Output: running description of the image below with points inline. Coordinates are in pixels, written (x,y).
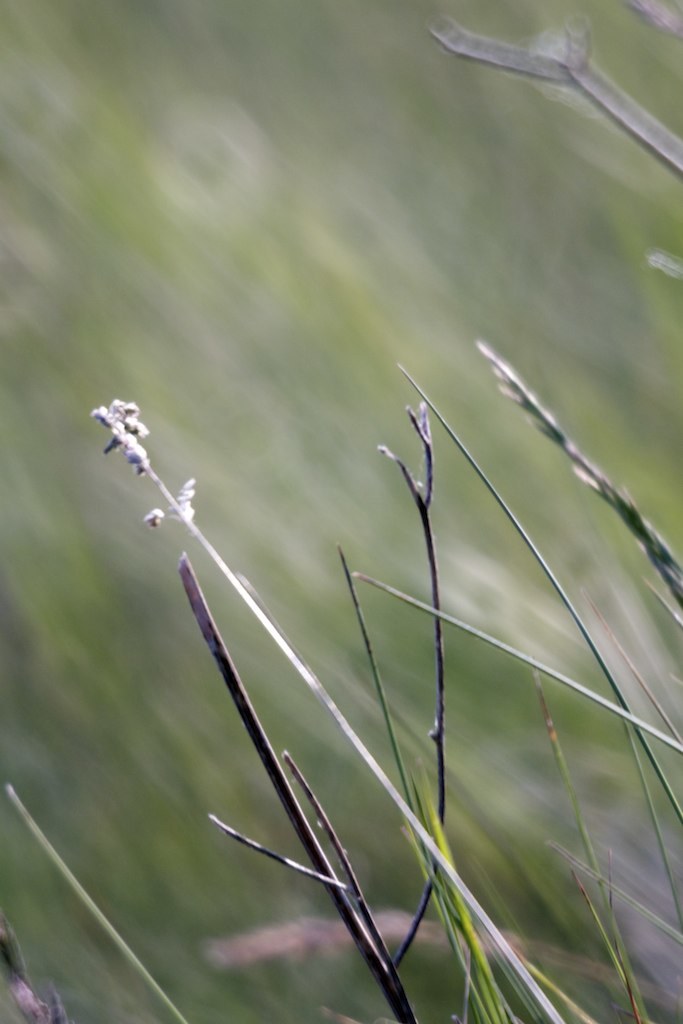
In this image I can see few plants (649,799) and the blurry background (371,815).
